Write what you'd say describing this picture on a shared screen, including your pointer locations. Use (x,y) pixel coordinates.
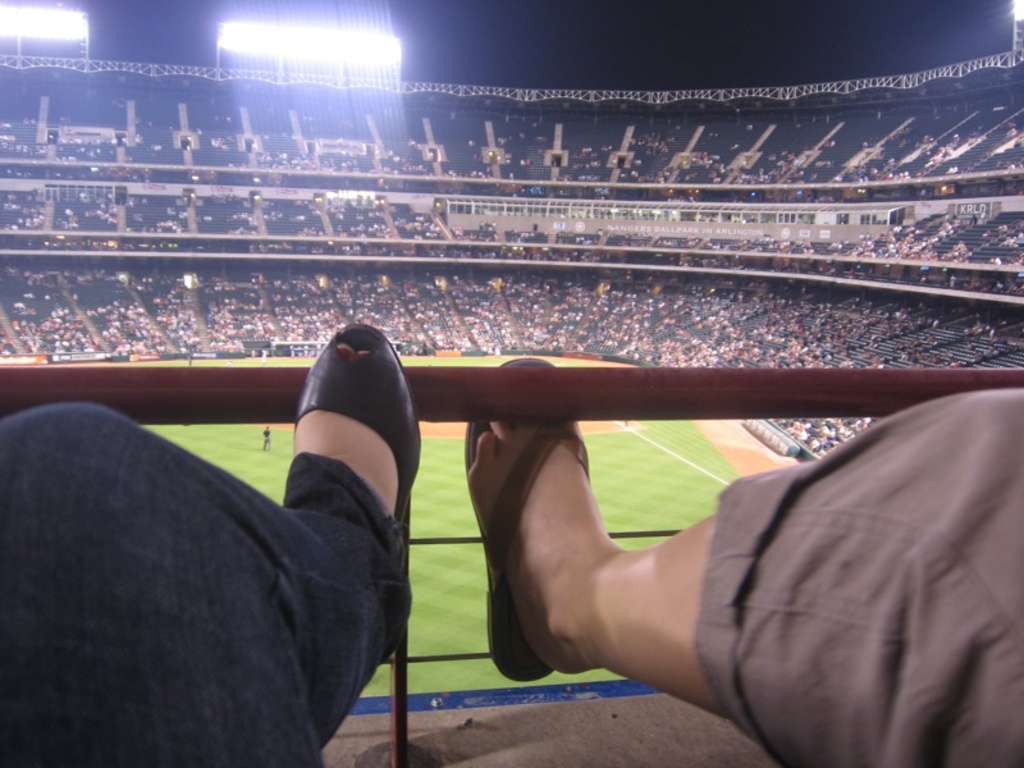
In this image, I can see a stadium (812,147) and there are legs (291,556) of two persons (556,579) on iron grilles (441,408). There is a person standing on the ground (268,469). At the top of the image (225,50), I can see the floodlights (312,31).
